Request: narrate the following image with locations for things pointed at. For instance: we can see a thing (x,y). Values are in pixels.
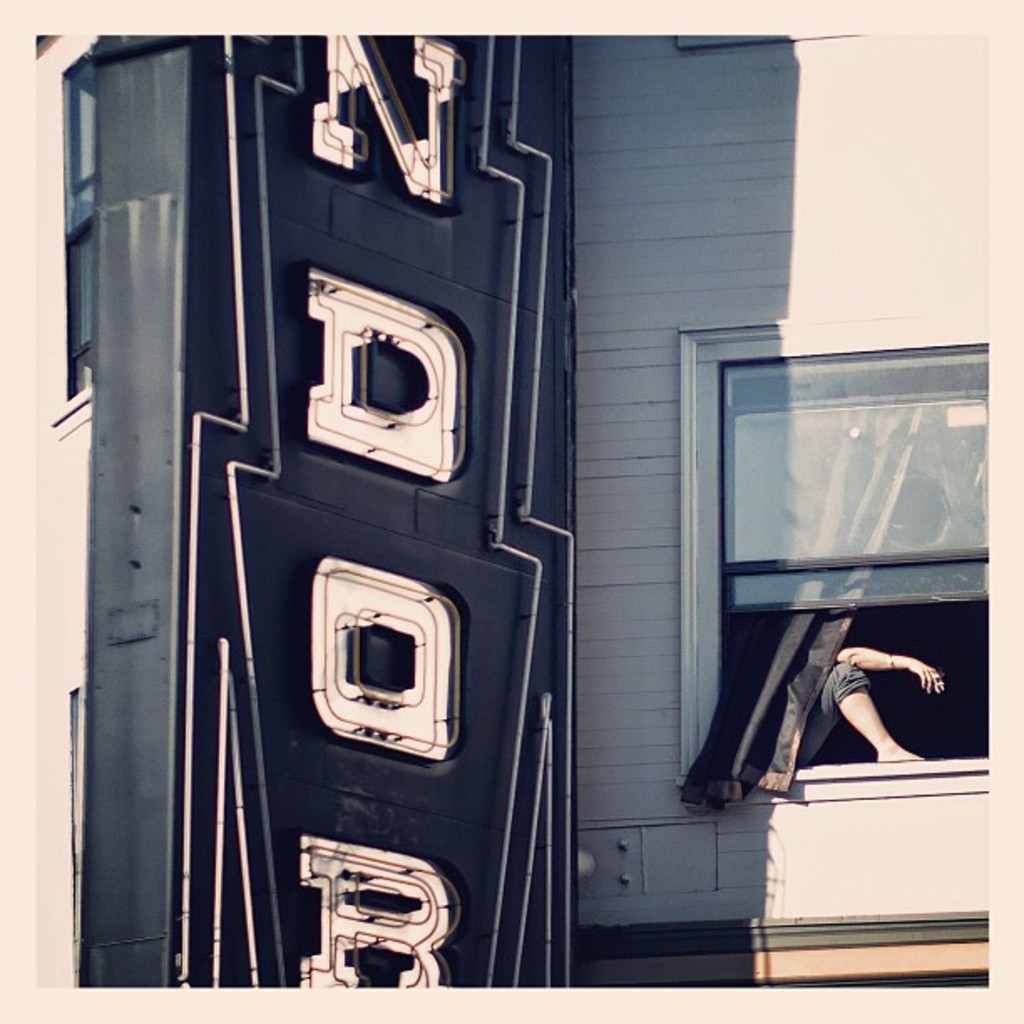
In this image, we can see a person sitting in the window (948,511) and we can see a hoarding (193,519).
